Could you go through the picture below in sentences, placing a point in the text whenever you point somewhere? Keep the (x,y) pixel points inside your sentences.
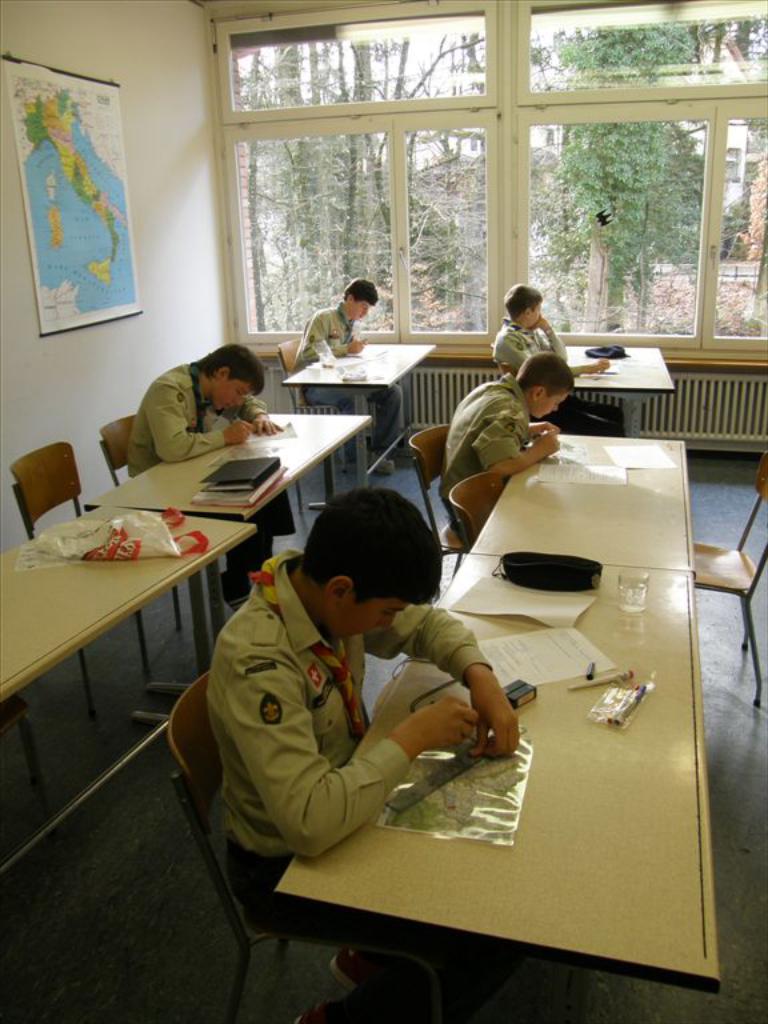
In this Image I can see persons (363,652) sitting and writing something. I think they were writing examination. This is a table (94,611) and some plastic bag (133,547) is placed on it. I can see some books (256,483), papers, tumbler (636,588) are placed on it. This is a chair (733,583). This is a window (647,247) which is closed. I can see a trees (627,165) through the window (626,175). This is a map (82,212) which is attached to the wall (155,220).
